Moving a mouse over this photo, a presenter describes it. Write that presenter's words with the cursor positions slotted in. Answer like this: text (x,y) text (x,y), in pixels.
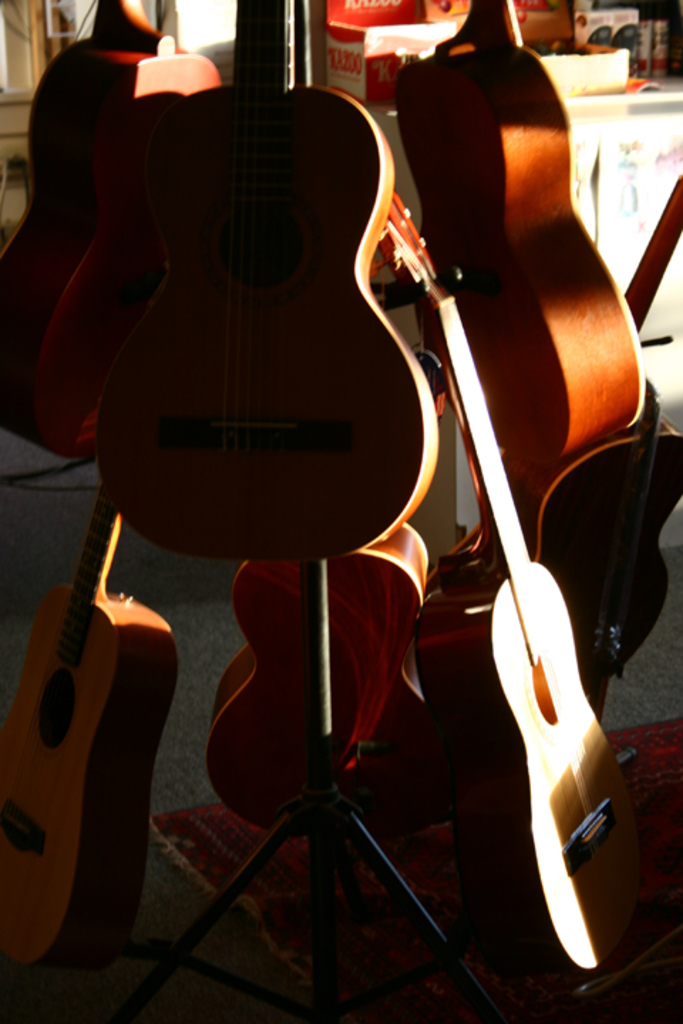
As we can see in the image there are lots of guitars (443,259) over here and there is a table (631,116). On table (622,108) there are boxes (607,42).
